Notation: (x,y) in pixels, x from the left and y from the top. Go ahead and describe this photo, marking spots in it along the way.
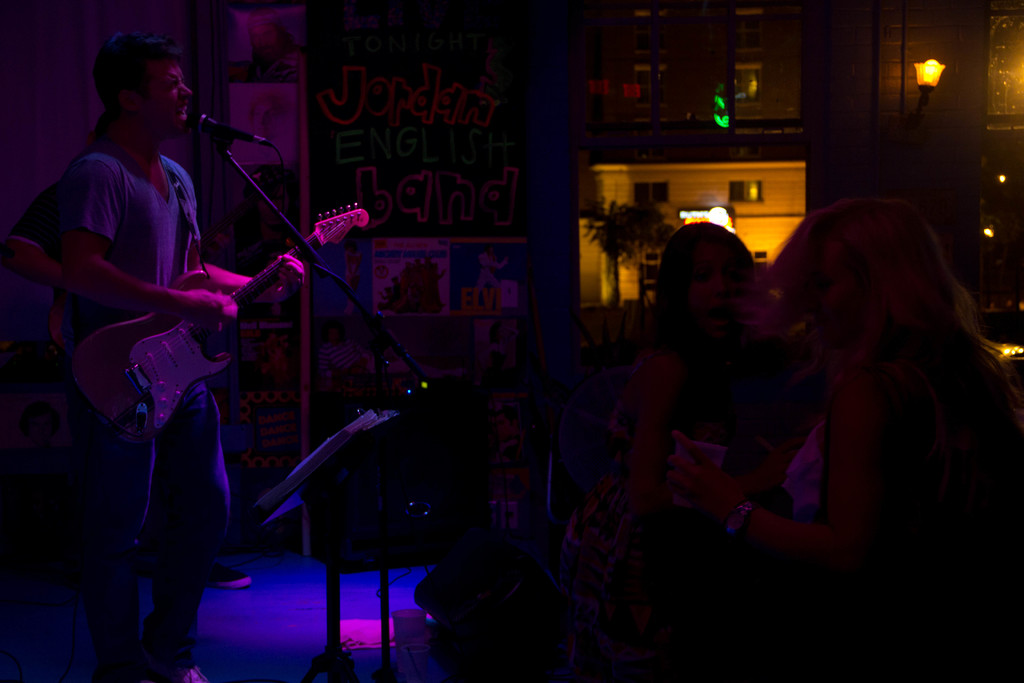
In this image, we can see people (67,289) playing a guitar (164,398) on the stage (253,621) and there is a mic (264,195). In the background (621,219), we can see people (766,488) and one of them is holding a glass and we can see a building (711,62), a tree (635,214) and some lights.
